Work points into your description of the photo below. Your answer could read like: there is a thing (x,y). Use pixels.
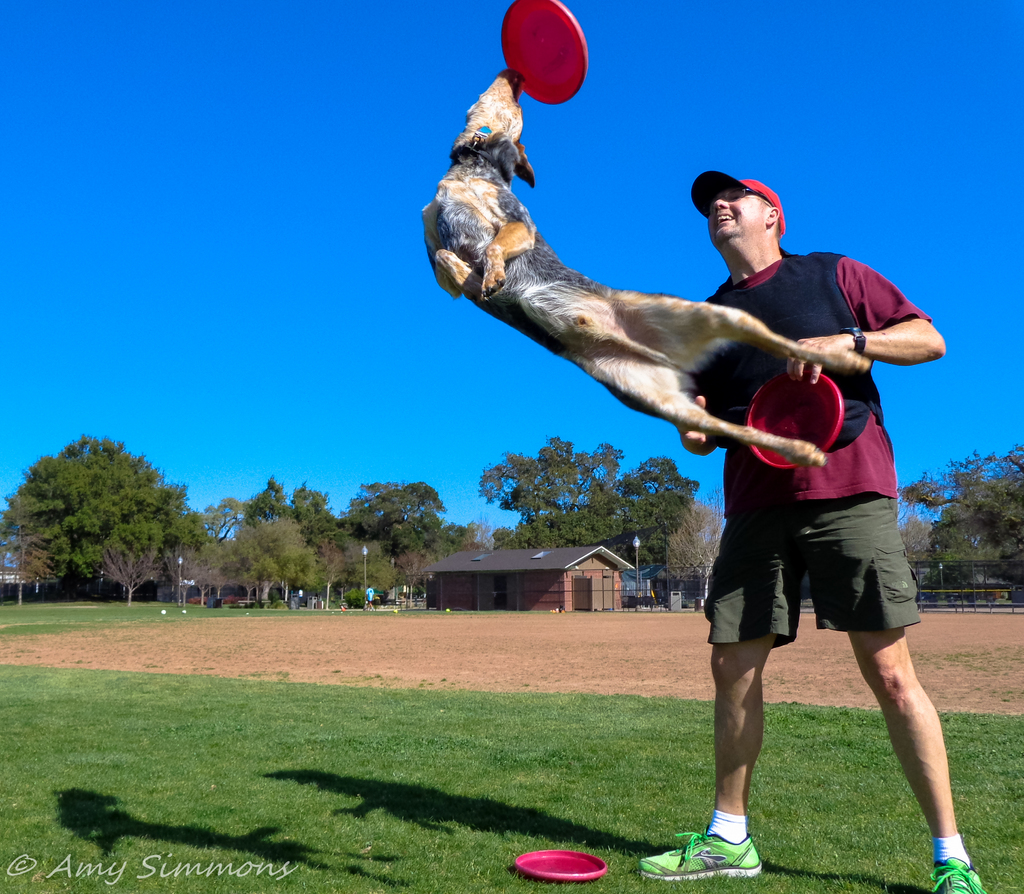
In the image we can see a man (865,557) standing, wearing clothes (869,568), socks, shoes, a cap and wristwatch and the man (821,529) is holding a Frisbee (755,406) in his hand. Here we can see a dog (481,287) jumping and holding a Frisbee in mouth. Here we can see grass (75,858), house (468,573), trees (155,518), poles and a sky (160,417). At the left bottom (98,867) we can see watermark (98,867).
